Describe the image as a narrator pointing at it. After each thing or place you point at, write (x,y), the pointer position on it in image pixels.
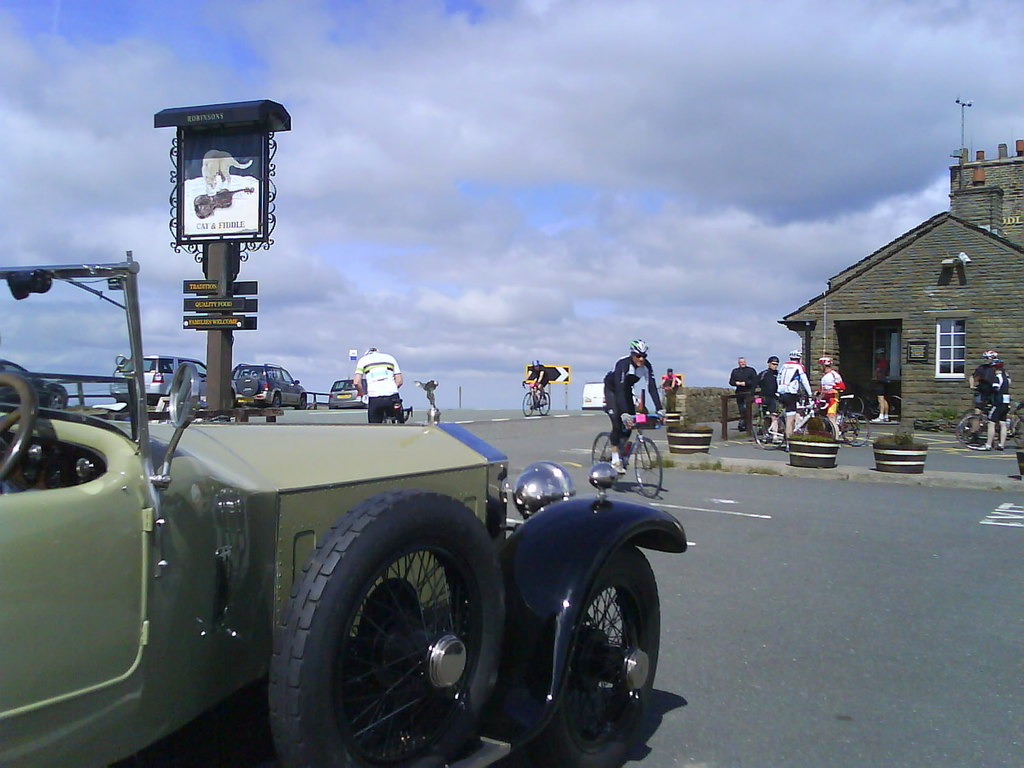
In this image we can see a green color vehicle (506,499) on the road (871,663). Background of the image (360,374) cars (347,388), persons (369,383) and cycles (655,425) are there. Right side of the image (947,317) one house (968,283) is there. Behind the vehicle (241,492) one pole (218,315) is there. The sky (205,338) is covered with clouds (611,246).
